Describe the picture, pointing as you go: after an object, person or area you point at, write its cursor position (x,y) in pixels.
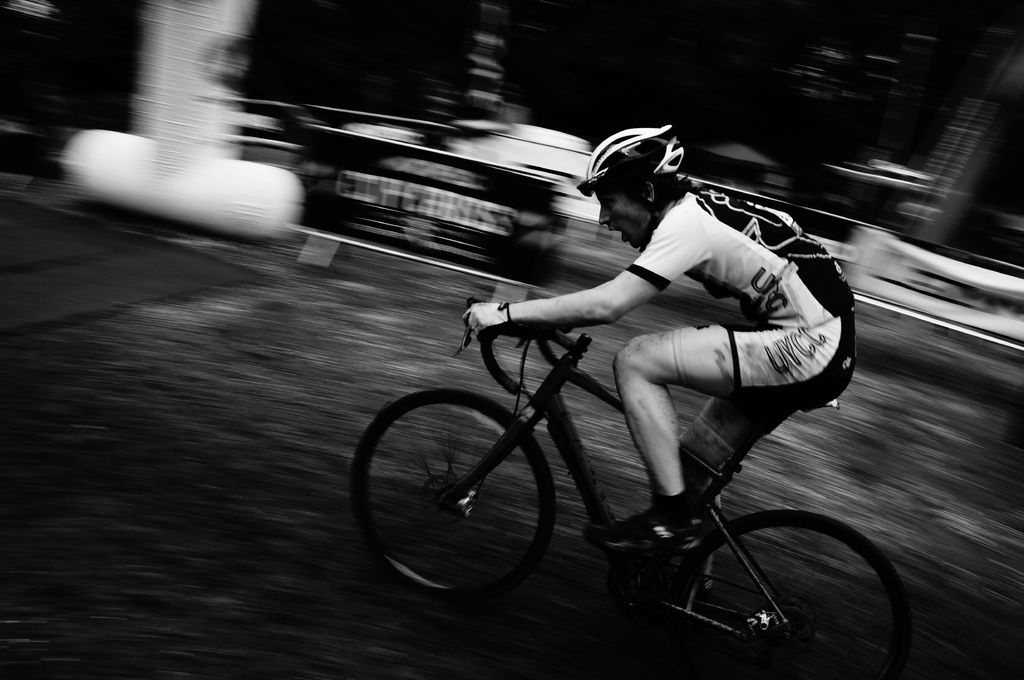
In this image I see a man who is on a cycle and he is on the path (45,356). In the background (691,323) it is totally blurred.
